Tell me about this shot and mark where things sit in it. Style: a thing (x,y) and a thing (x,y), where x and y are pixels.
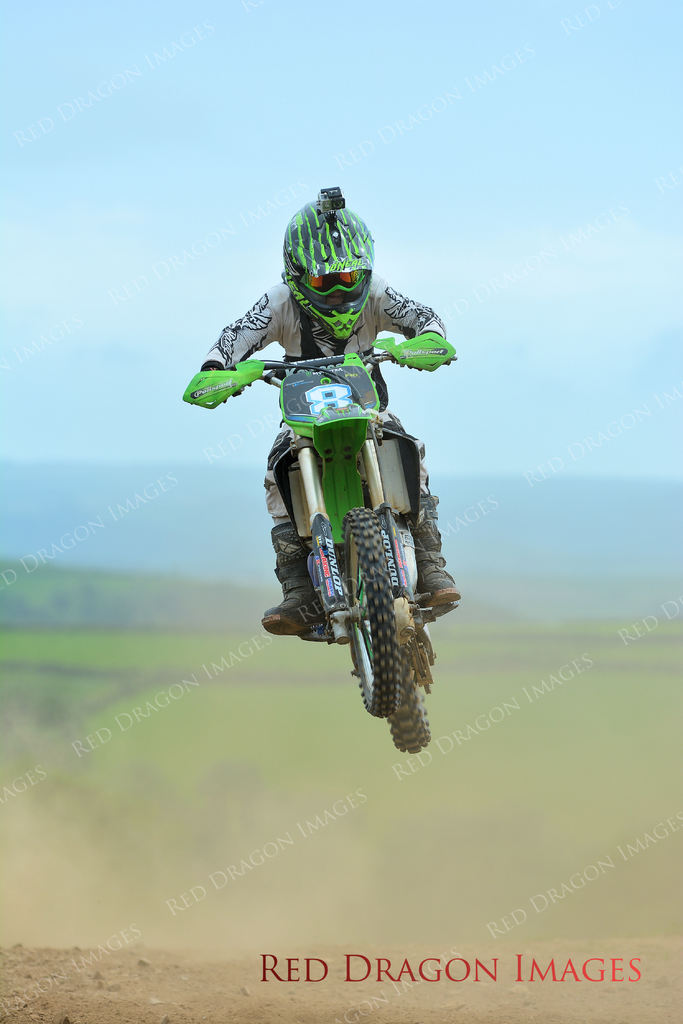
Here we can see a person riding a bike (337,614) and he is in the air (49,185). There is a blur background (493,118) and we can see sky (502,351).
